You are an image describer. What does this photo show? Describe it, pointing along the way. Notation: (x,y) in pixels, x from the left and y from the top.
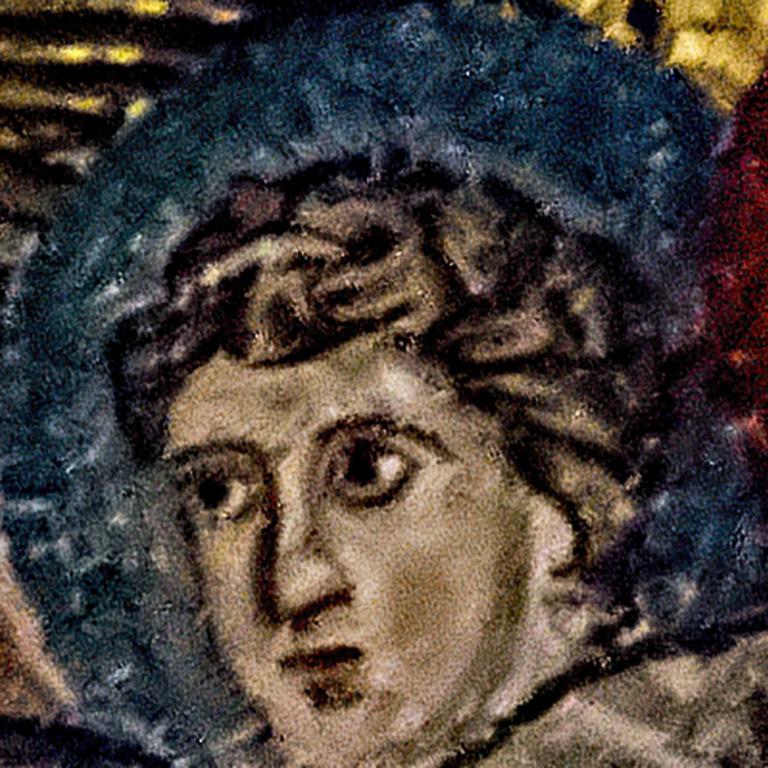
In this picture we can see a painting (441,251).
